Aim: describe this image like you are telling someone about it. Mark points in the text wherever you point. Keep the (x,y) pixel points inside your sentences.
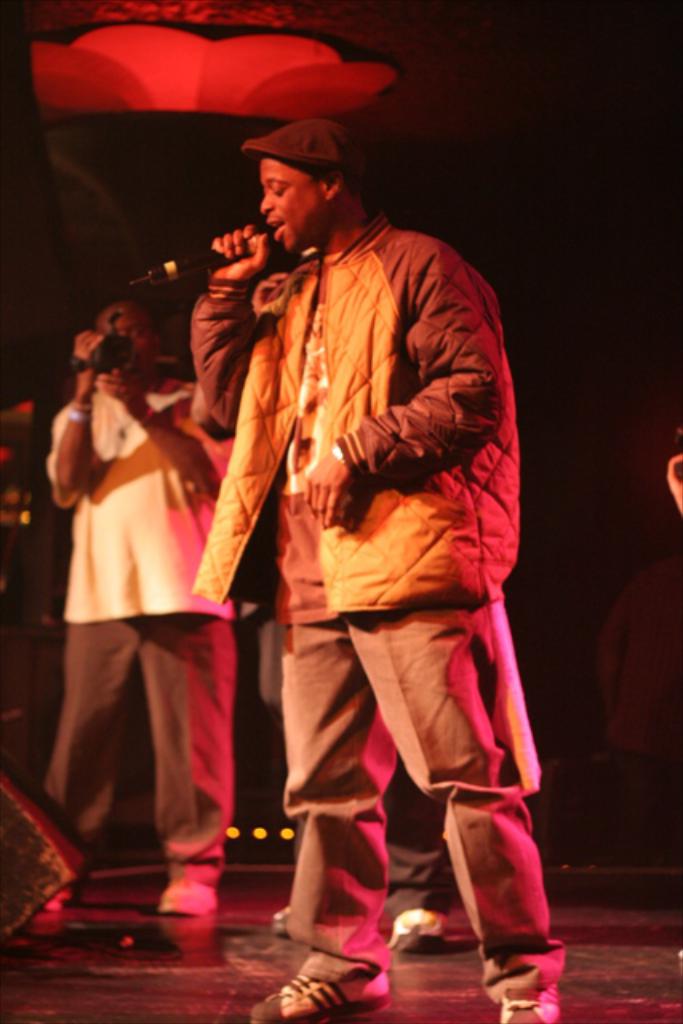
In this image there is a person (344,839) standing and he is holding a mike (217,255) in his hand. Left side (93,436) a person (149,421) is holding a camera (125,337) in his hand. Beside him there is a person (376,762) standing on the floor (290,956).
